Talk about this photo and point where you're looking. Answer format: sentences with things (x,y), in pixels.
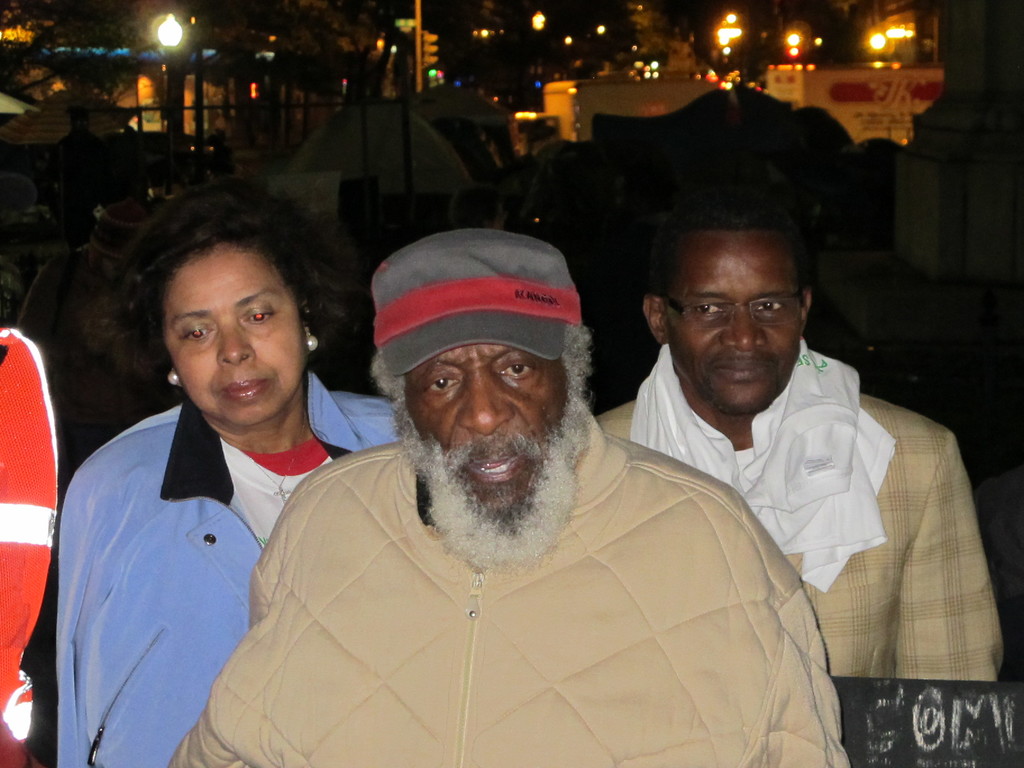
In this image we can see men (526,428) and a woman (208,471). In the background (129,82) there are buildings (145,83), street poles (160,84), street lights (726,51), trees (318,46) and tents (328,163).
